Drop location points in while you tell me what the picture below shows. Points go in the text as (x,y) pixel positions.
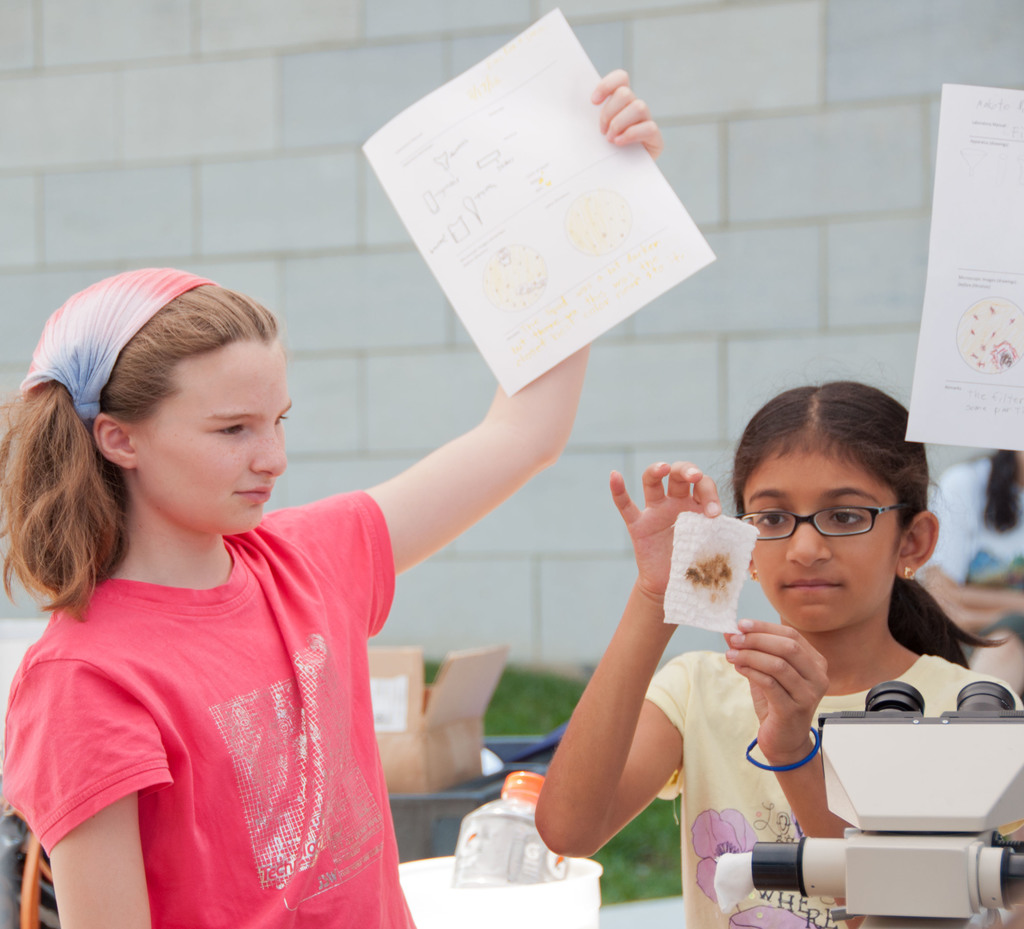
In this image, we can see kids (368,663) wearing clothes (276,774) and holding papers (677,548) with their hands (650,591). There is a bottle (542,844) at the bottom of the image (541,858). There is a box (436,695) in front of the wall (553,531). There is an another paper (999,365) on the right side of the image (1011,396). There is a microscope (953,786) in the bottom right of the image (962,783).
